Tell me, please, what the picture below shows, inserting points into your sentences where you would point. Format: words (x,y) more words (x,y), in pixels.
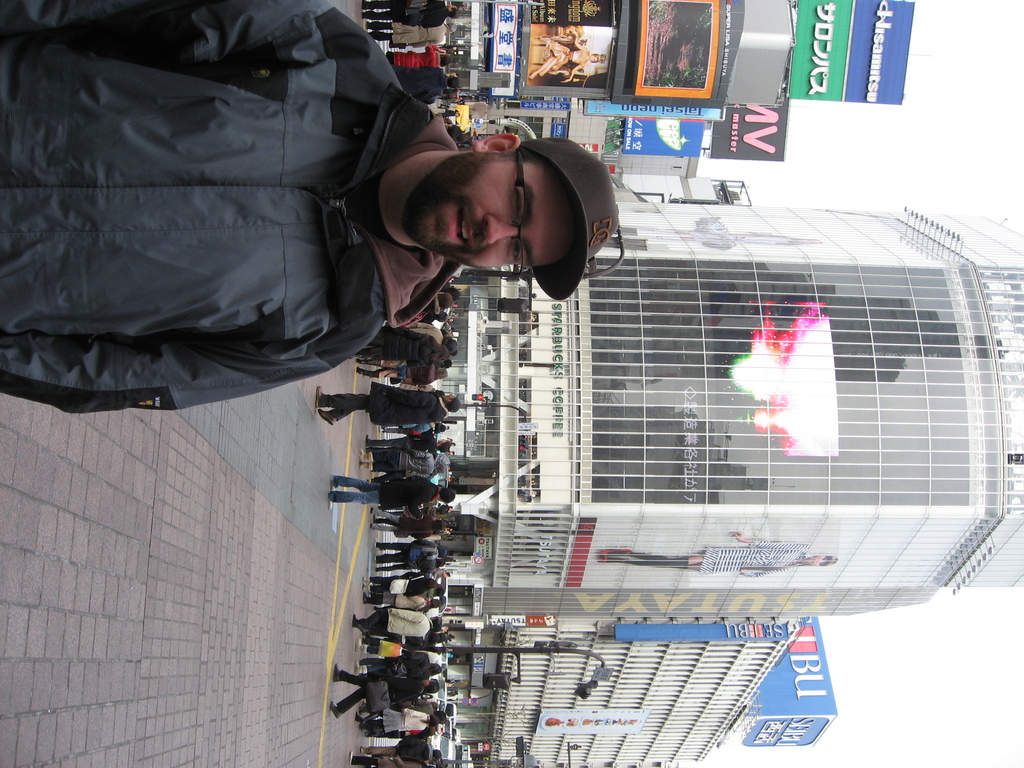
In this picture we can see a person (230,372), he is wearing a cap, spectacles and in the background (367,517) we can see a group of people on the ground (232,600), here we can see buildings (469,489), name boards (581,546), electric poles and some objects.
